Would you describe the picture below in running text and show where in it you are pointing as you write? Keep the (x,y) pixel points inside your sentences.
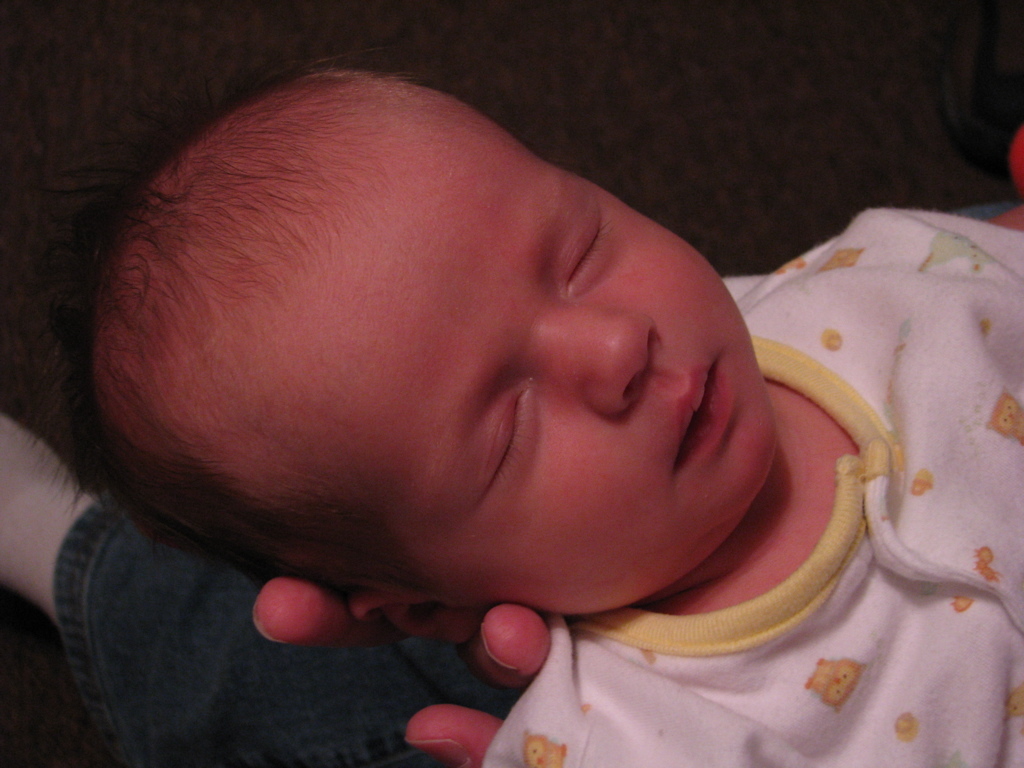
In this image in the foreground (779,431) there is one person (514,627) who is holding one boy (432,457), at the bottom (4,677) there is floor (760,173).
